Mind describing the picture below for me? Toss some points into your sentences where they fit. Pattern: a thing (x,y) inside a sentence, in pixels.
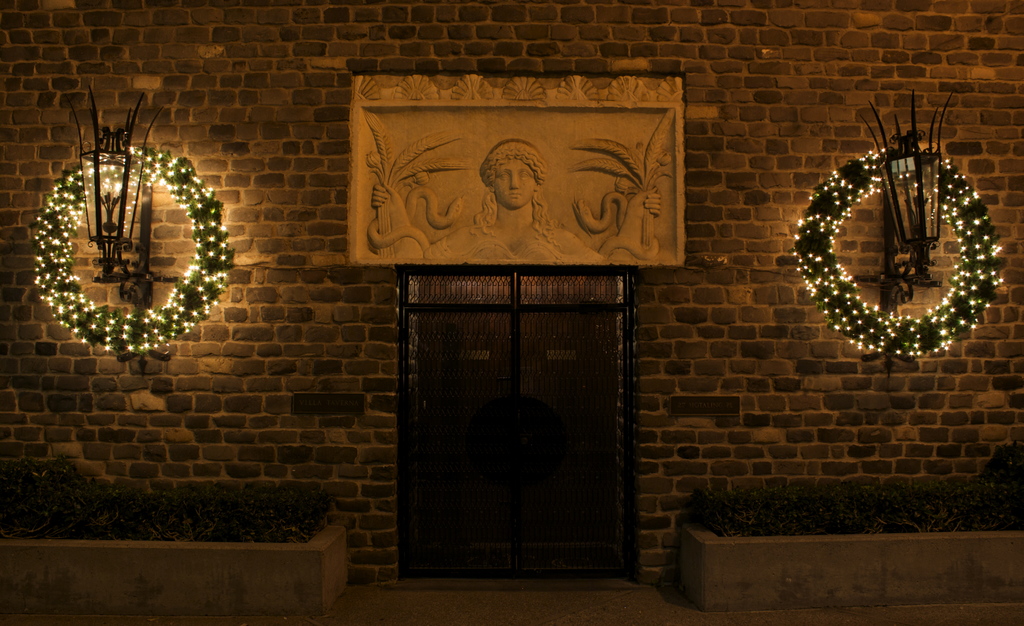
In this image I can see the bushes (746,528). On the left (215,224) and right side (972,218), I can see the wreath (873,317) is decorated with the lights (131,316). In the middle (536,363) I can see a door (522,374) and a sculpture (489,168) on the wall (737,126).
